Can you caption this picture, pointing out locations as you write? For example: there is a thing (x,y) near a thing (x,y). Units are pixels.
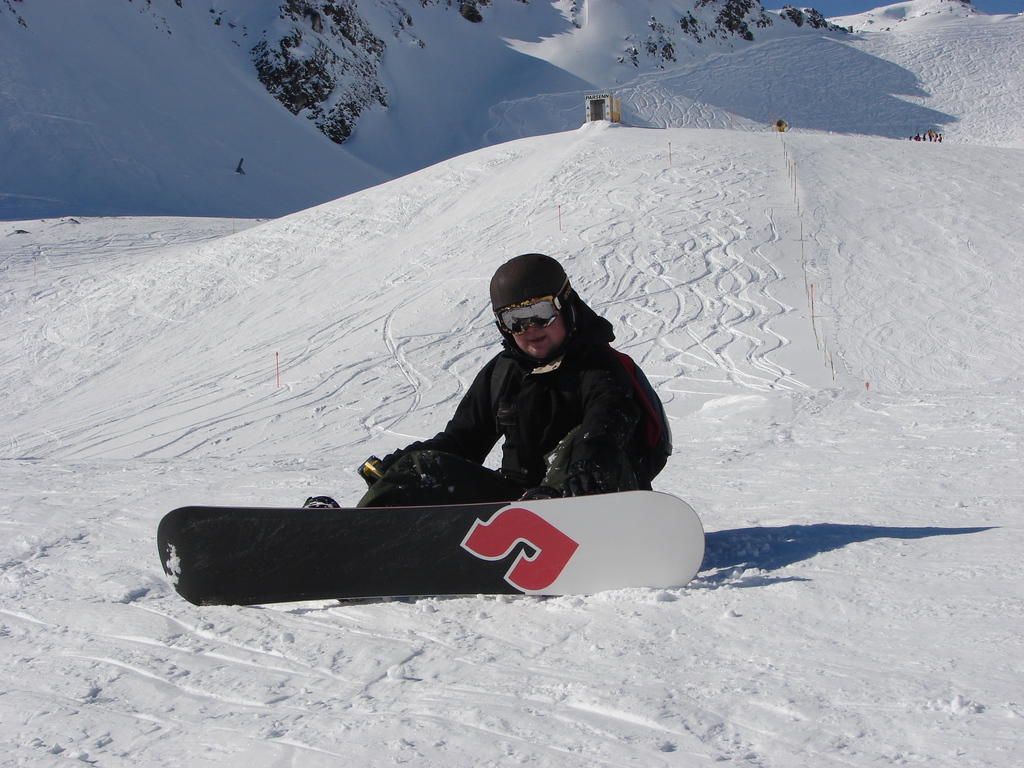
In the foreground of this image (305,570), there is a snowboard (532,554) and a man (590,455) sitting on the snow (765,479). In the background (765,69), there is the snow (920,170), few rocks (302,96) and the sky (838,12) on the top (851,4).
